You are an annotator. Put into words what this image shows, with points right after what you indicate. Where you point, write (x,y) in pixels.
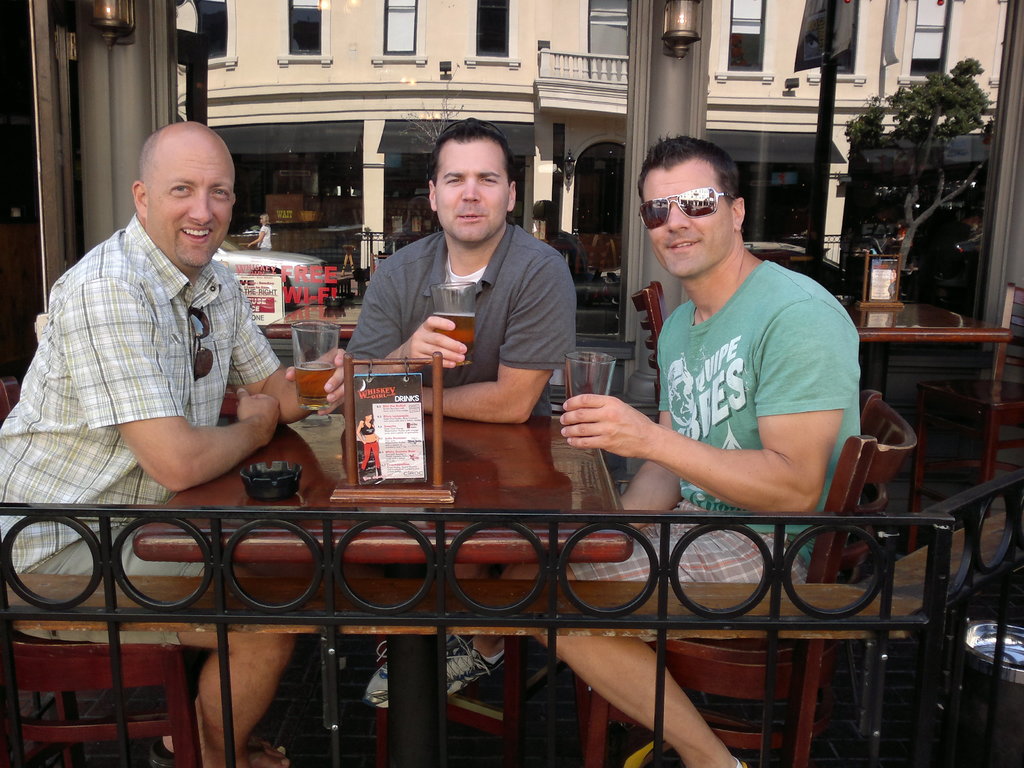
In this image there are three persons (573,406) who are sitting around the table (573,505) and holding a glass (455,319) in their hands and at the background of the image (547,114) there is a building (510,132).
